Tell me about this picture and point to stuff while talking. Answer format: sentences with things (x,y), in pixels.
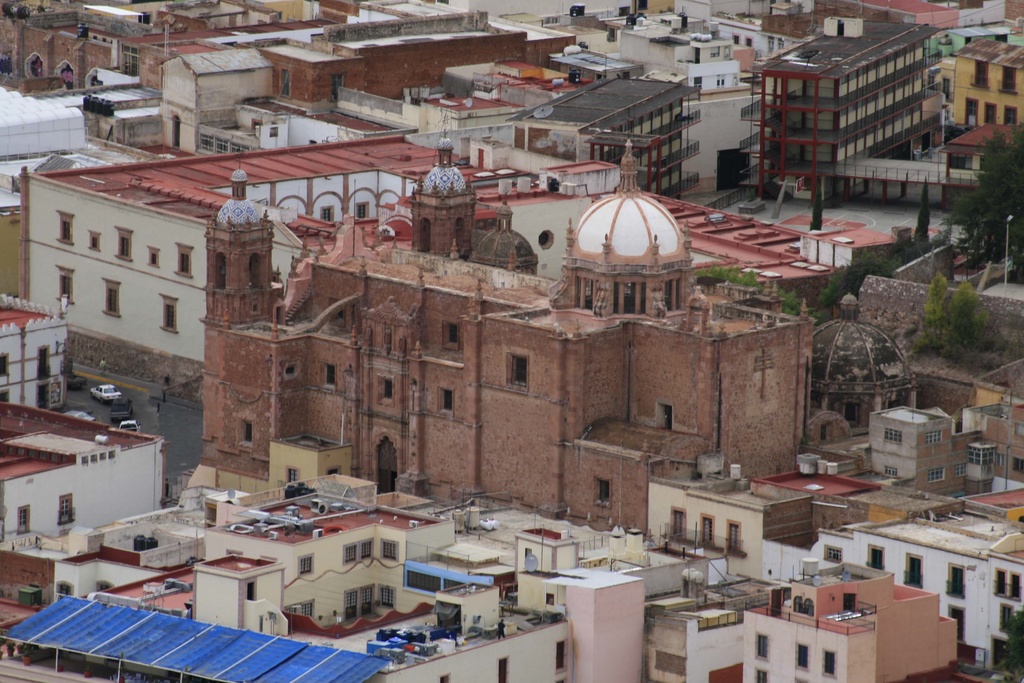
As we can see in the image there are buildings (572,226), vehicles (105,401), windows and trees (976,311).
